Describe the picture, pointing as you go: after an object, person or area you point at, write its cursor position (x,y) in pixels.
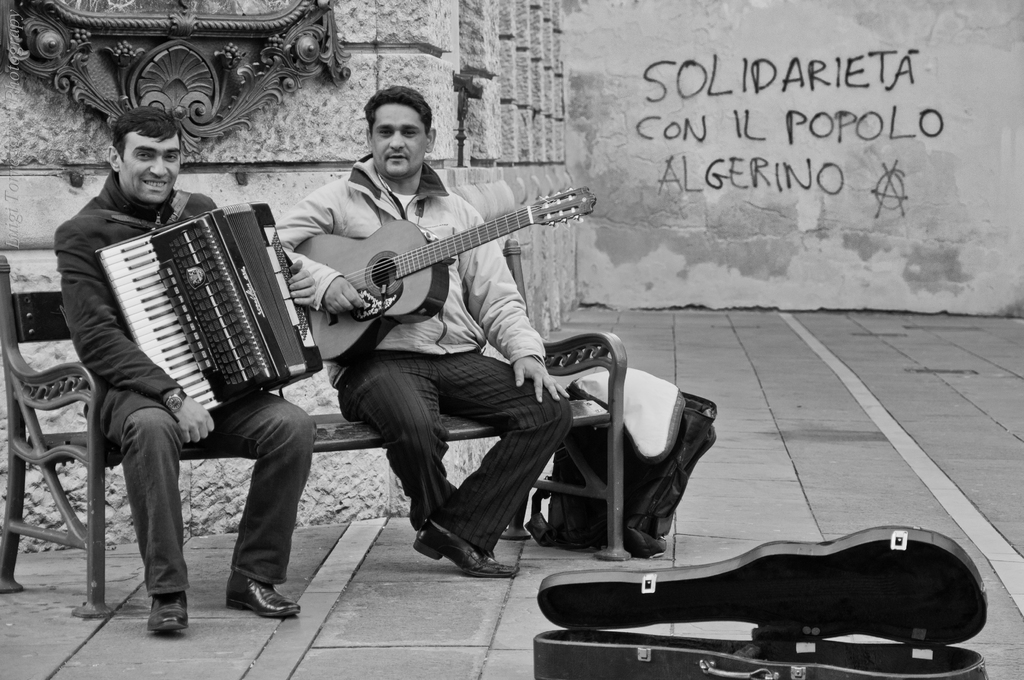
In the picture there are two persons (386,351) sitting on the bench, two persons (96,241) are carrying two different musical instruments (339,250), near to the person (533,342) there is a bag (678,448) beside the bench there is also a box (559,638) in which the guitar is kept on the floor (473,671), back of them there is a wall (18,76) on the wall (512,25) there is an architecture (319,48), on other wall (711,131) there is some text (806,170) written on it.
